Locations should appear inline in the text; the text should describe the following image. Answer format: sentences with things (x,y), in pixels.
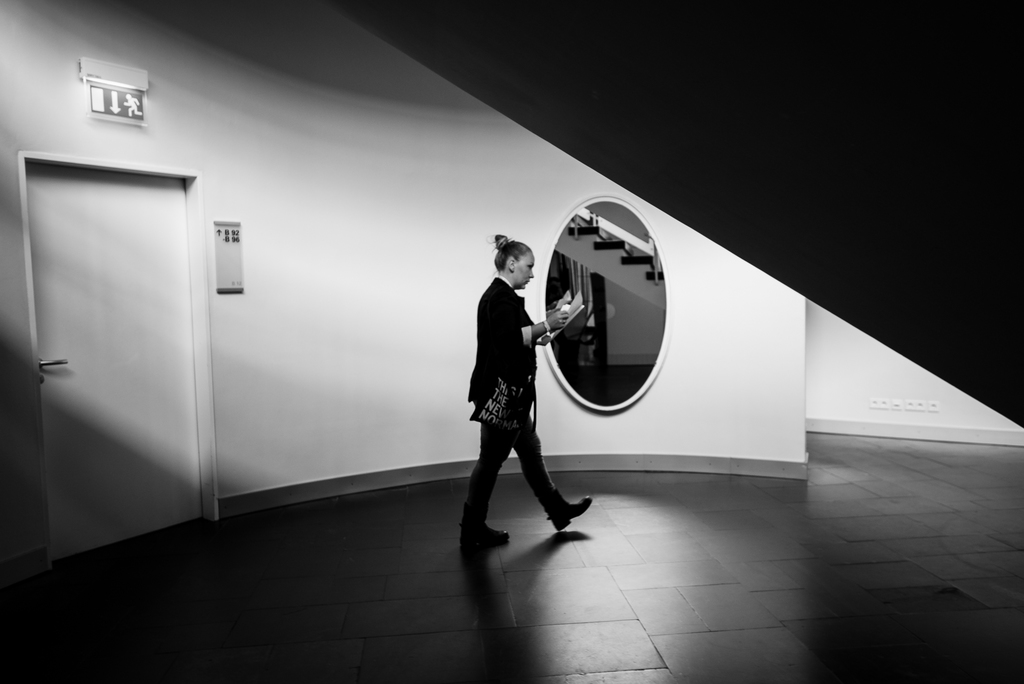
In this image we can see a lady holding a paper (571,327) and walking. In the background (315,394) there is a wall (312,414) and a door (192,356). We can see stairs (610,246) through the mirror (609,269).
